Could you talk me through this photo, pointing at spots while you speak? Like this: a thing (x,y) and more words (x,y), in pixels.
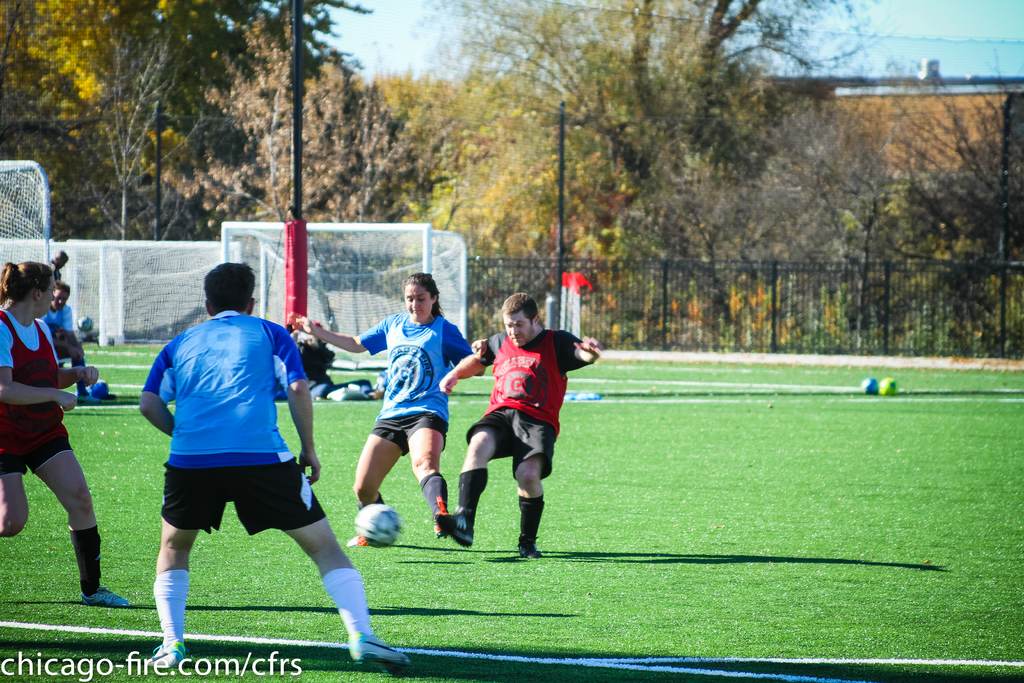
In this image we can see people (397,419) standing, people (75,338) sitting on the chairs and balls (94,391) on the ground (680,463). In the background (148,72) there are nets (317,287) tied to the poles (391,229), grills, trees (276,157), buildings (878,107) and sky (891,48).
